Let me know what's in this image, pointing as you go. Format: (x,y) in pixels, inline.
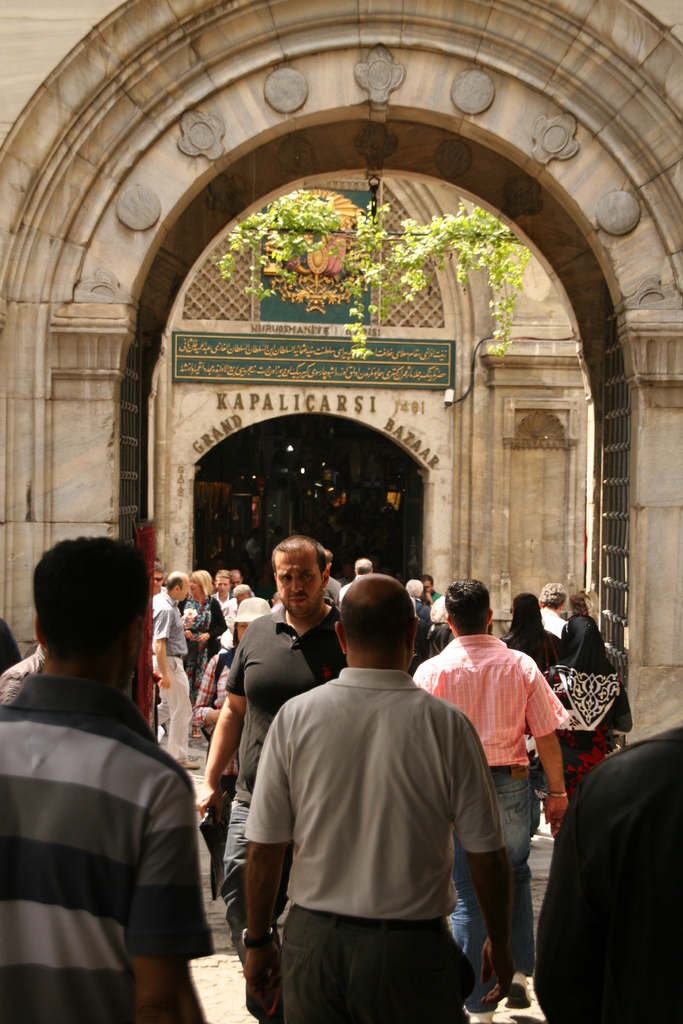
In this picture we can see a few people (211,765). We can see arches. There is some text (349,356) and a few objects (264,382) in the background (236,495).
